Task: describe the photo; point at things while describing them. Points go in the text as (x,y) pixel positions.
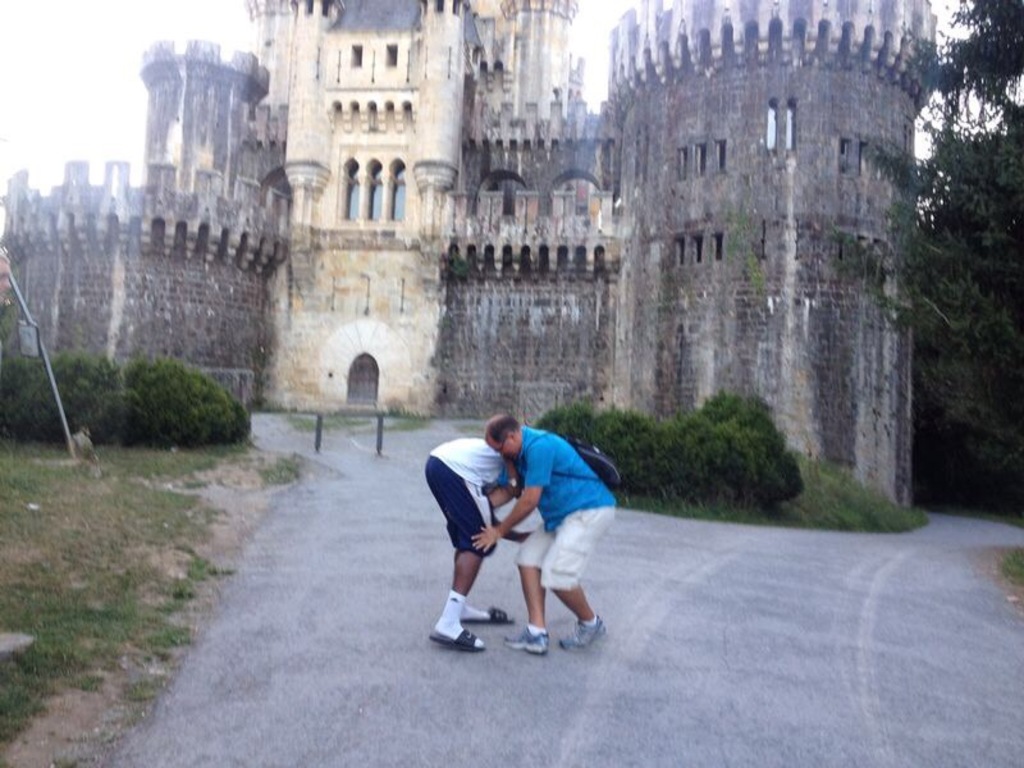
In this image there are two people (524,516) standing on the road (531,674), behind them there is a building (494,350), in front of the building (811,439) there are two objects (319,441) on the road (269,427), trees (189,395) and a rod (40,356). In the background (74,80) there is the sky (63,82).
